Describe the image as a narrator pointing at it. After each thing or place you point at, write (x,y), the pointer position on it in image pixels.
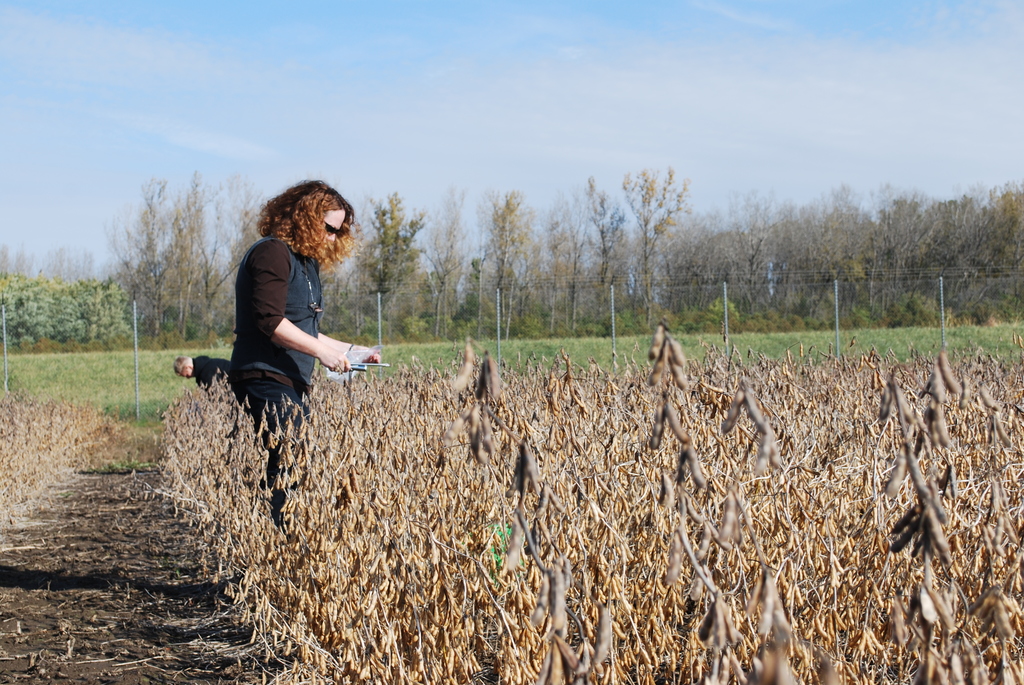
In the image we can see there are people (270,303) wearing clothes (245,356). Here we can see soil (122,579) and dry plants (534,560). Here we can see the poles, mesh (599,298), trees (564,258) and the sky (554,70).
